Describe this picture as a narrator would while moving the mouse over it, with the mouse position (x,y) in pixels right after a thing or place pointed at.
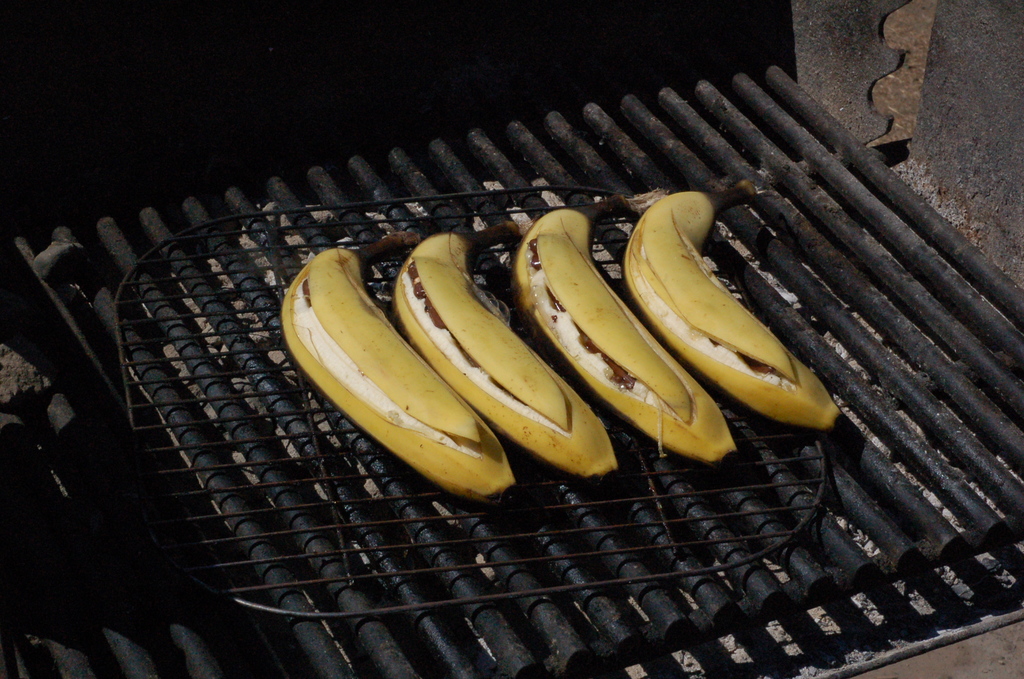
In this picture there are bananas (360,338) on the grill stove (60,258). At the back (10,229) there is a black background (409,47).
